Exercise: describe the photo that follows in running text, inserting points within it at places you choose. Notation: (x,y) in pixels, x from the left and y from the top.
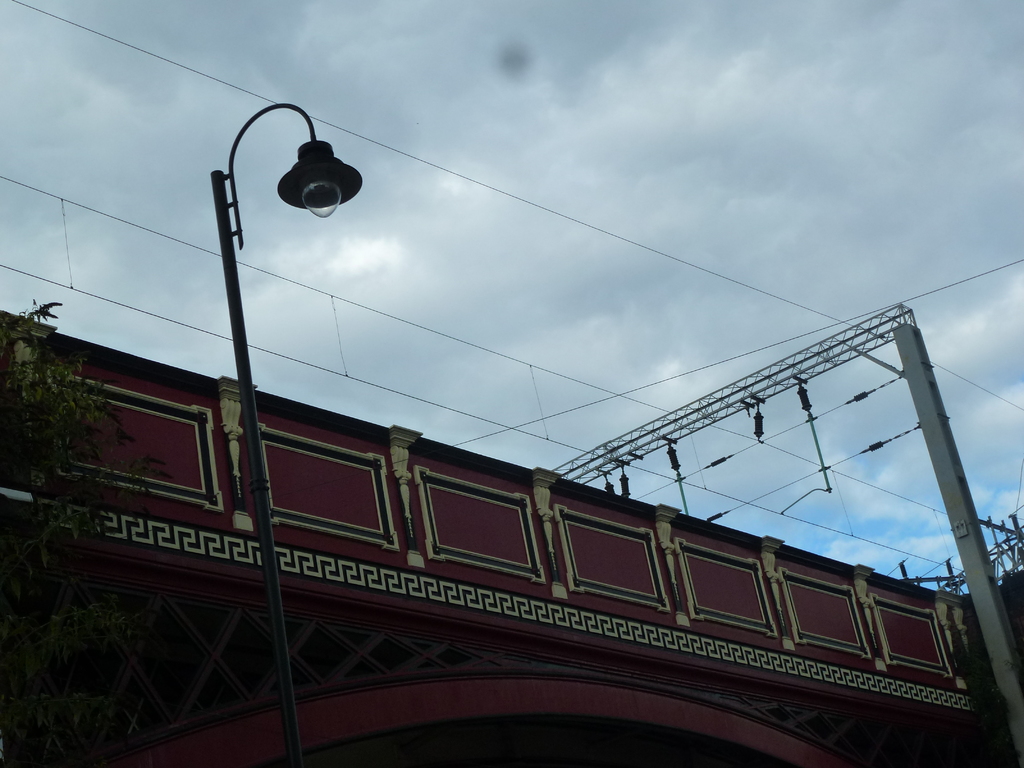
In the picture we can see the bridge (829,618), light poles (299,764), wires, tree (42,535) and the cloudy sky (501,232) in the background (463,117).
